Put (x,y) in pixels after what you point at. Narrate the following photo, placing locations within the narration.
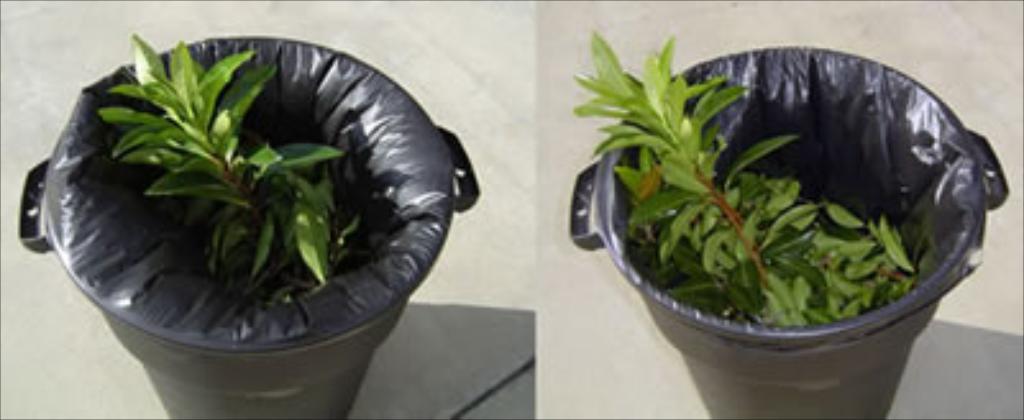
In this picture we can see bins (157,347) with leaves (251,90) and plastic covers (635,153) in it and these are placed on a platform (13,274).
